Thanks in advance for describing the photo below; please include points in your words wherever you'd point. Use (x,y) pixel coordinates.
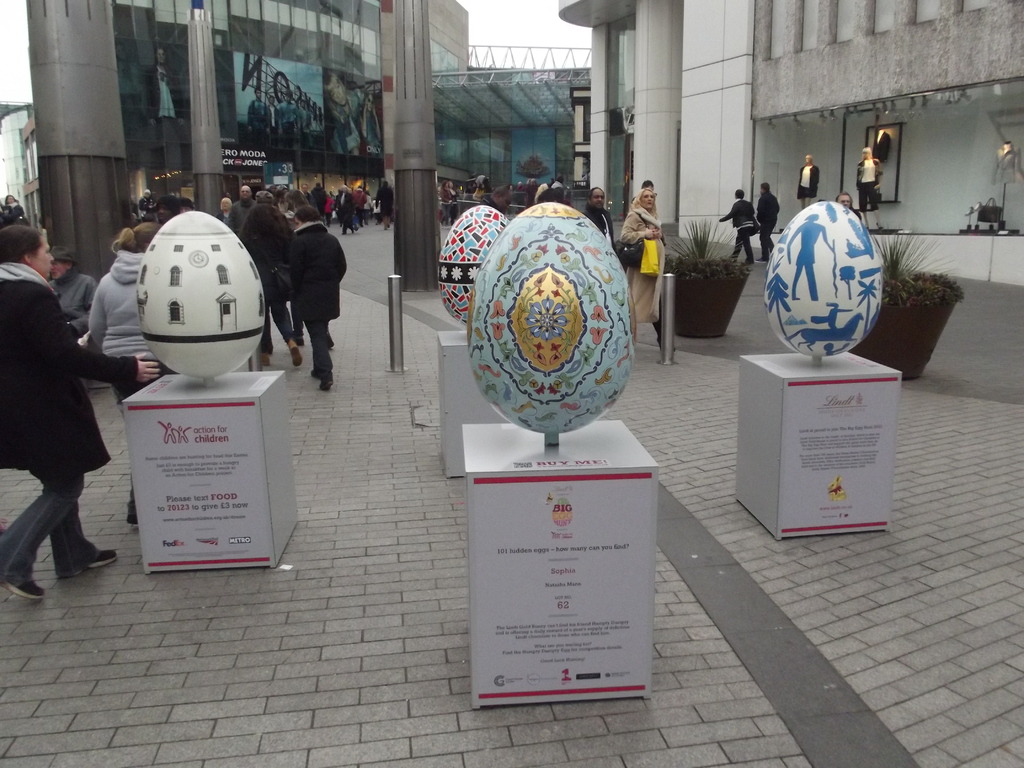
In this picture there are people (765,199) and we can see oval shape objects (519,334) on boxes (815,382), poles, mannequins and plants (938,289) with pots (902,309). In the background of the image (196,174) we can see buildings (498,102), pillars (425,129), hoardings (364,138) and sky (494,39).
